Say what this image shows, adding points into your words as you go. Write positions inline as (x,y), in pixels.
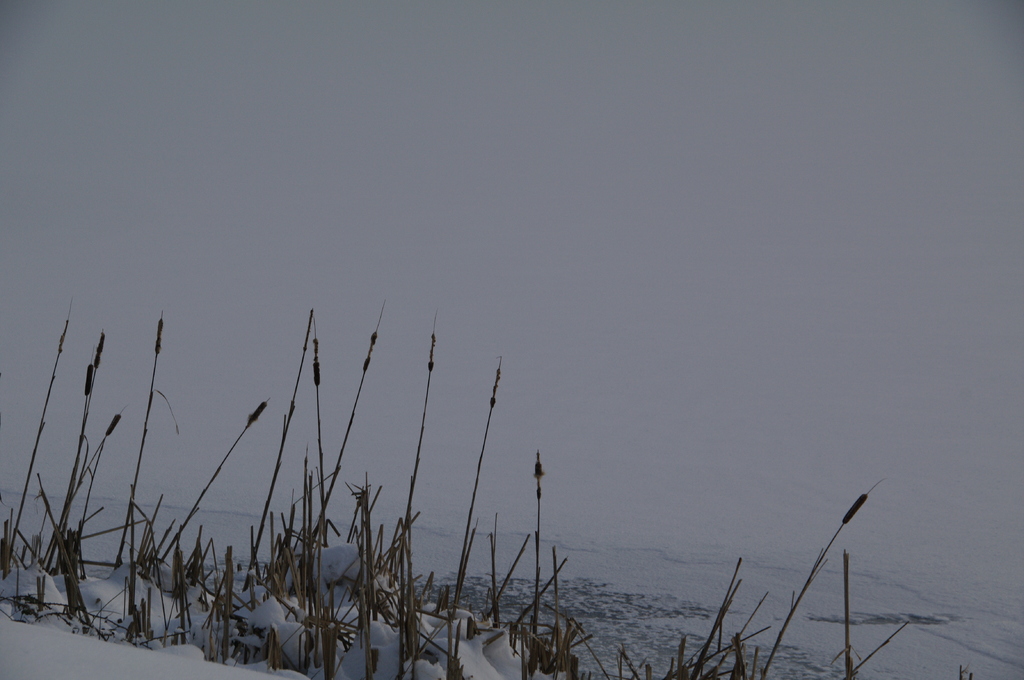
In this image at the bottom (322,593) there is snow (755,584) and some plants (813,570), and there is a white background (125,315).
